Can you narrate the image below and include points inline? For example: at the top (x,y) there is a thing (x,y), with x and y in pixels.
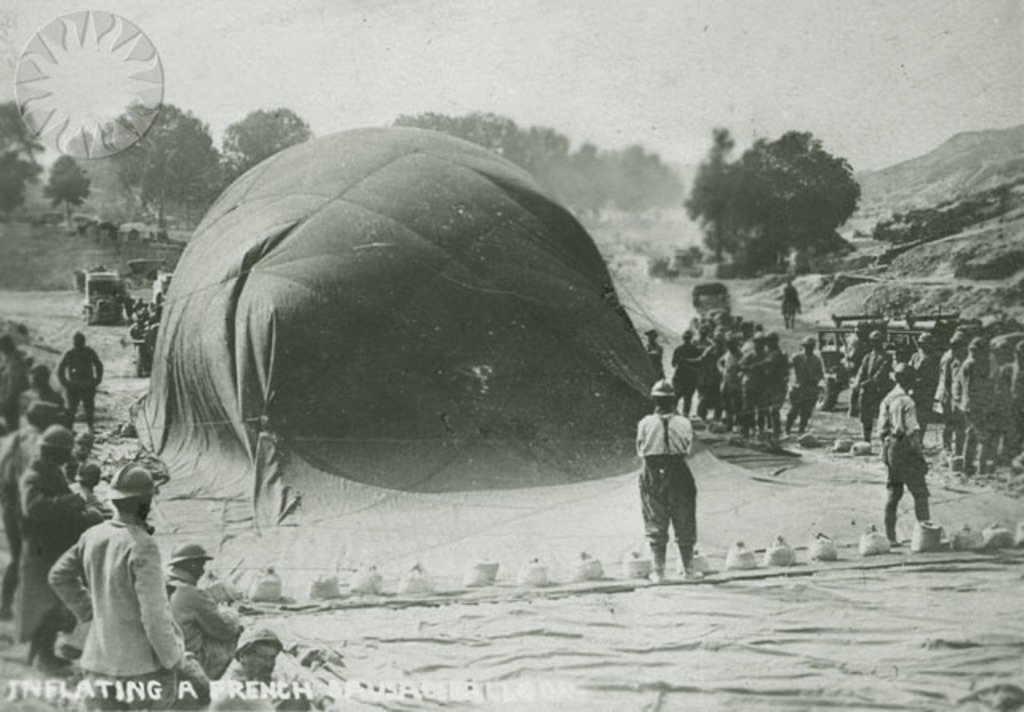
In this image we can see black and white picture of a group of people (203,559) standing, some people (657,372) are holding ropes (639,333) in their hands (820,385). In the center of the image (346,423) we can see a balloon (338,414). In the background (702,315), we can see some vehicles (99,320) parked on the ground (129,350), a group of trees (779,225), hills (1023,146) and some bags (1020,533) placed on the surface (379,595). At the top of the image (310,56) we can see the sky (471,5).
